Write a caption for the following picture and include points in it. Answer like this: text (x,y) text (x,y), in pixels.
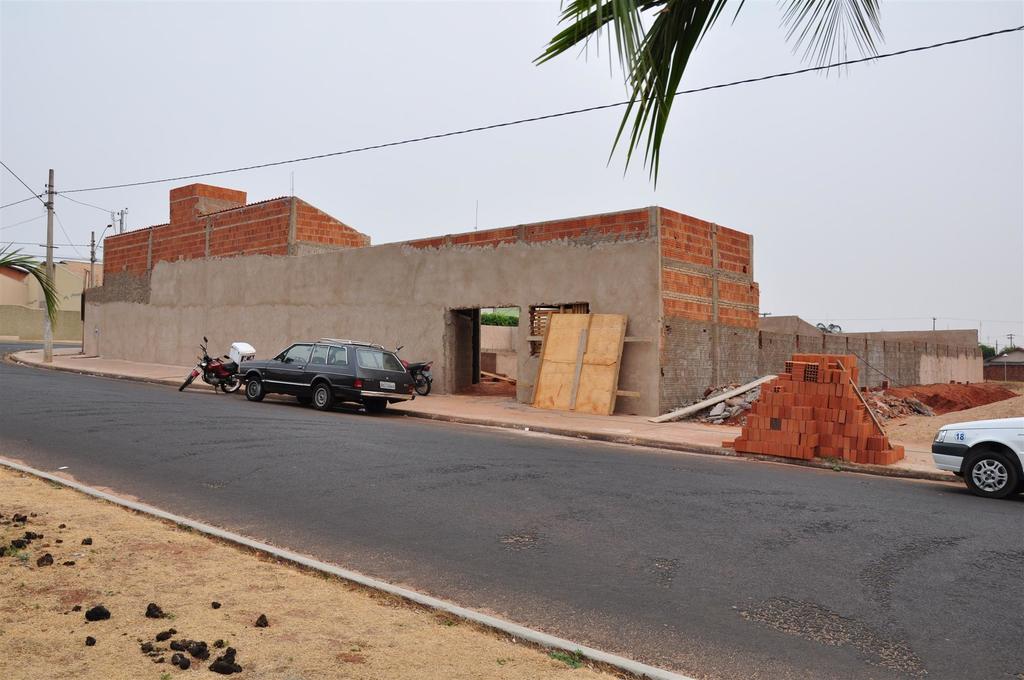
In this image I can see few vehicles (339,346) on the road (274,441). Background (698,380) I can see few bricks (801,371), building (637,371) in gray color, electric pole (50,228), trees (678,49) in green color and sky (430,41) in gray color.
